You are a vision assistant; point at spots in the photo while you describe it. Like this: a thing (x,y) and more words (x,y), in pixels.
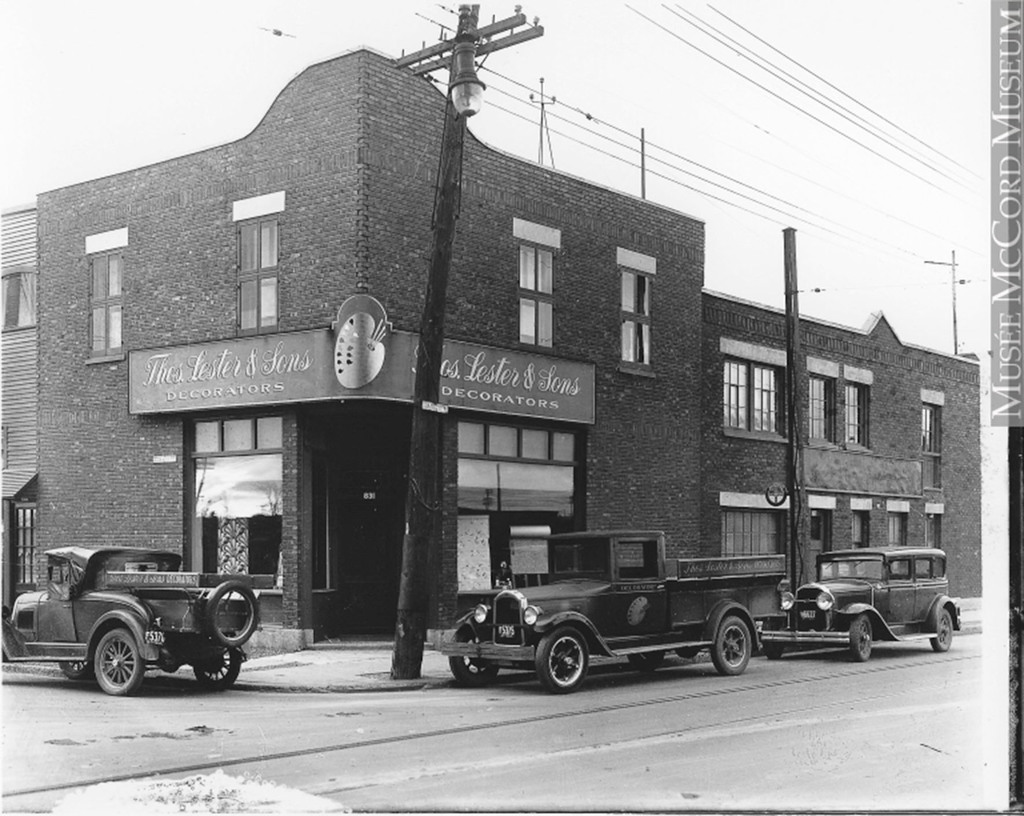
In the picture we can see an old building (163,483) with a shop (333,423) to it and a name (337,386) of the shop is Lester and sons decorators and under it we can see windows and door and on the top of the shop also we can see some windows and beside it also we can see a building (919,373) with windows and near the building (922,389) we can see three vintage cars (85,658) are parked near the path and we can see two poles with wires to it and in the background (671,96) we can see sky (22,11).
